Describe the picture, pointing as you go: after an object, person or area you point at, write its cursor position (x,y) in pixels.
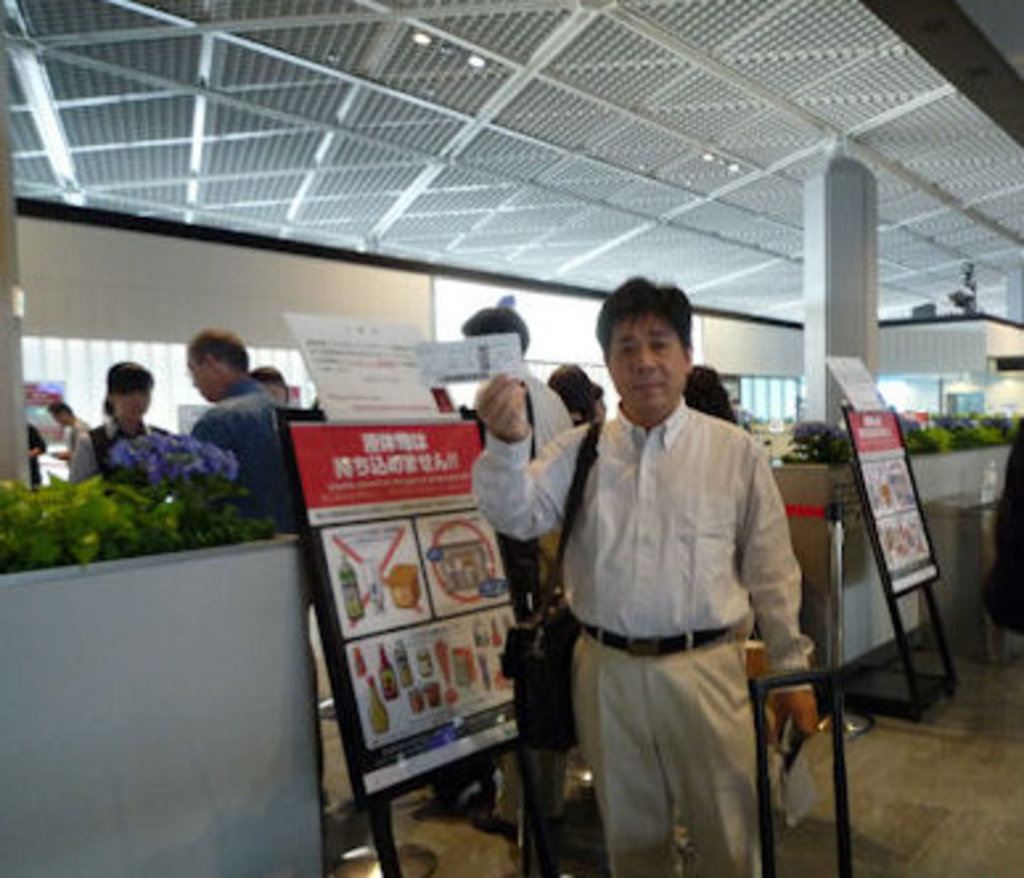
In this image in the foreground (689,621) there is a person (734,498) wearing a bag (515,647), holding a paper (507,340), backside of person (654,537) there are few people (584,390) visible, on the left side (17,527) there are few plants (45,518) and a board (358,587) in the middle (358,555) and on the right side (930,574) there is a board (864,500) standing near the wall (785,469), on the wall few plants (840,443), at the top (340,118) there is the roof (190,116) visible.
